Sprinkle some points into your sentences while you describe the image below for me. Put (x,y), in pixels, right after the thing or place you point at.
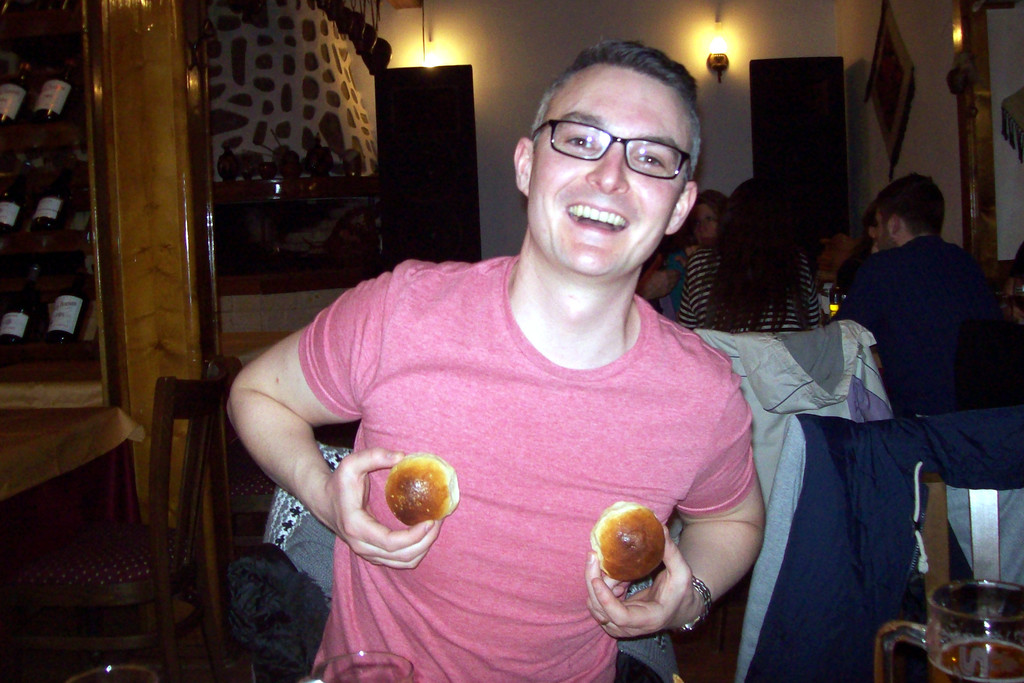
In this image we can see a person (579,292) wearing spectacles (650,156) and a pink t shirt (591,446) is holding two buns (631,518) in his hands (380,535). In the background (935,307) we can see a group of people (873,268) sitting. To the right side (974,623), we can see a jug (962,628) filled with juice (1020,648) in it. On the left side (65,438), we can see a chair (177,511) and table (79,440) and group of bottles (65,311) placed on racks (79,53), set of lights (717,35) and a photo frame (878,46) on the wall (567,36).
